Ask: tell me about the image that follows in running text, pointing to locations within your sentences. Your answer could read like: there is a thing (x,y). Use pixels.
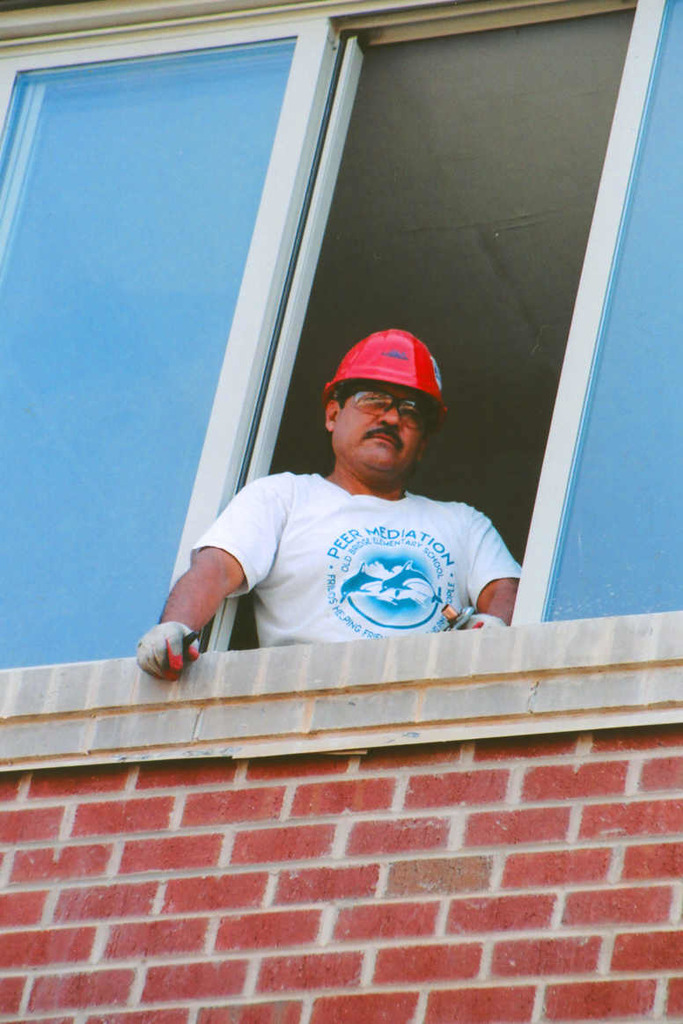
Here in this picture we can see a man (437,399) peeping through a window (246,336) present over a place and we can see he is wearing gloves (175,672), goggles (376,395) and helmet (426,347) on him.
